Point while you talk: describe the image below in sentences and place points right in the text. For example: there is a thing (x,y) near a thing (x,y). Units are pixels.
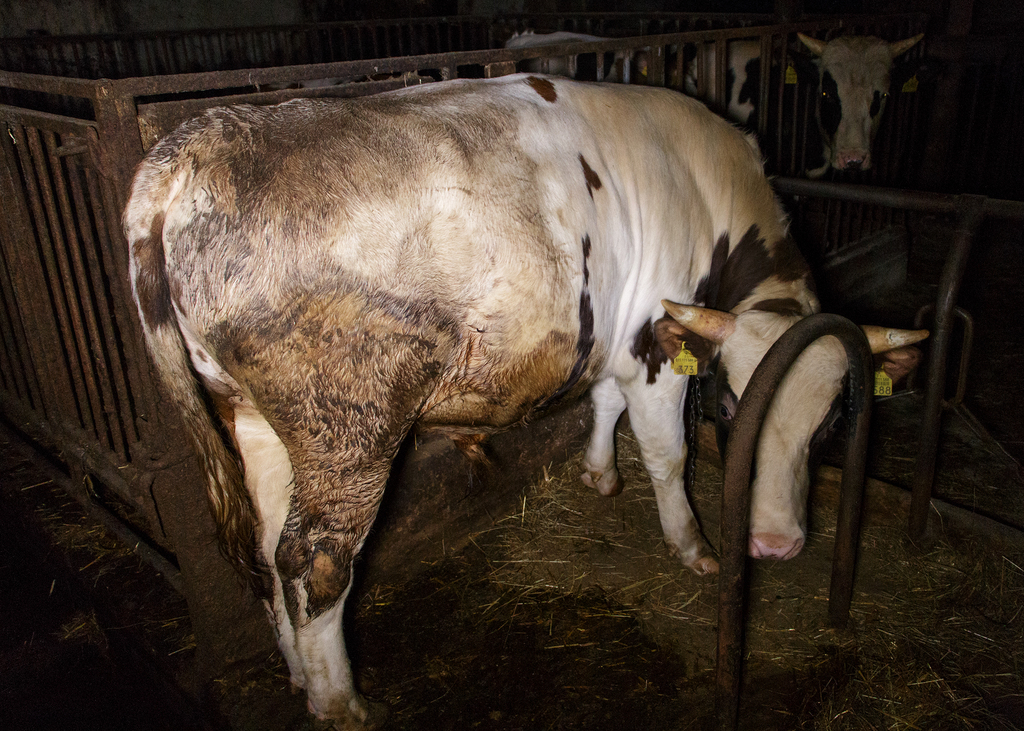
In this picture there is a white color cow (571,326) standing in the cow shelter (501,443). Behind there is a black color fencing grill (106,413).
